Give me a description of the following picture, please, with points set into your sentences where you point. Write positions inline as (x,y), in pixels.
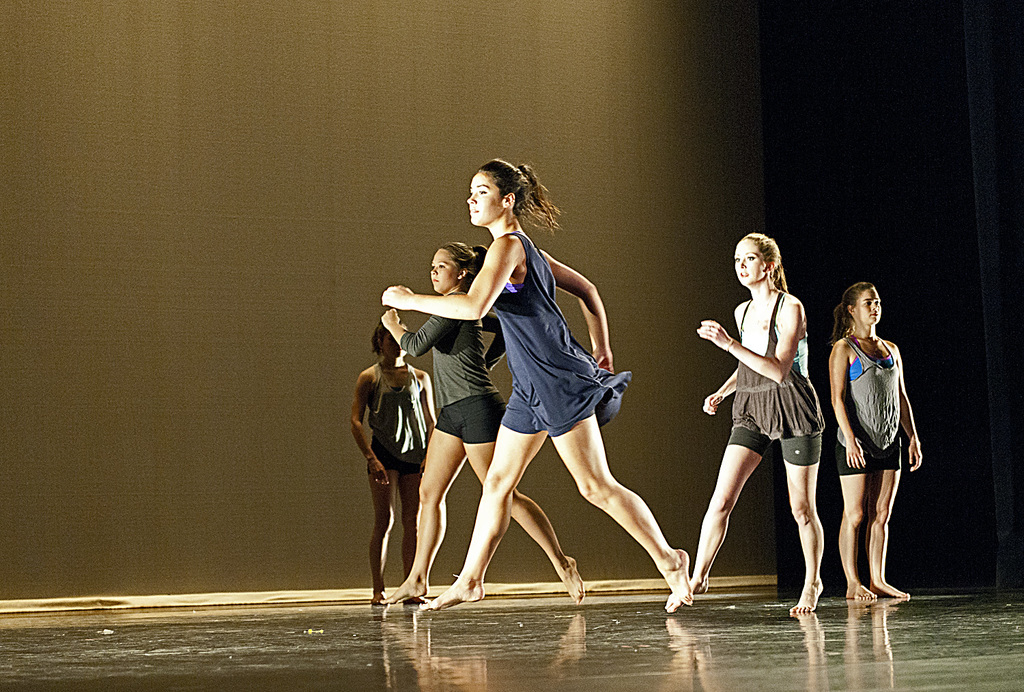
In this image, we can see people (602,452) dancing and some are standing on the floor (441,629) and in the background (569,136), there is a curtain (690,150).
